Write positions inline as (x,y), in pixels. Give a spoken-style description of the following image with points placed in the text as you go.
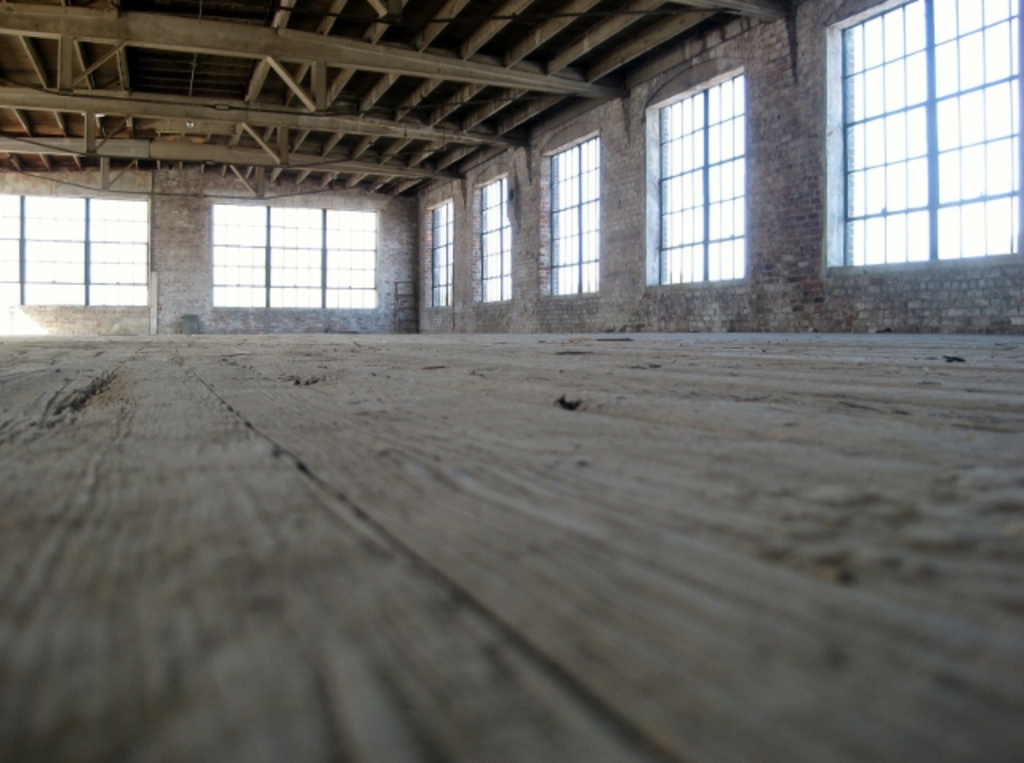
This image is clicked inside a room (315,287). There are windows (314,268) in the middle (674,258). This looks like an under construction building (295,422).
